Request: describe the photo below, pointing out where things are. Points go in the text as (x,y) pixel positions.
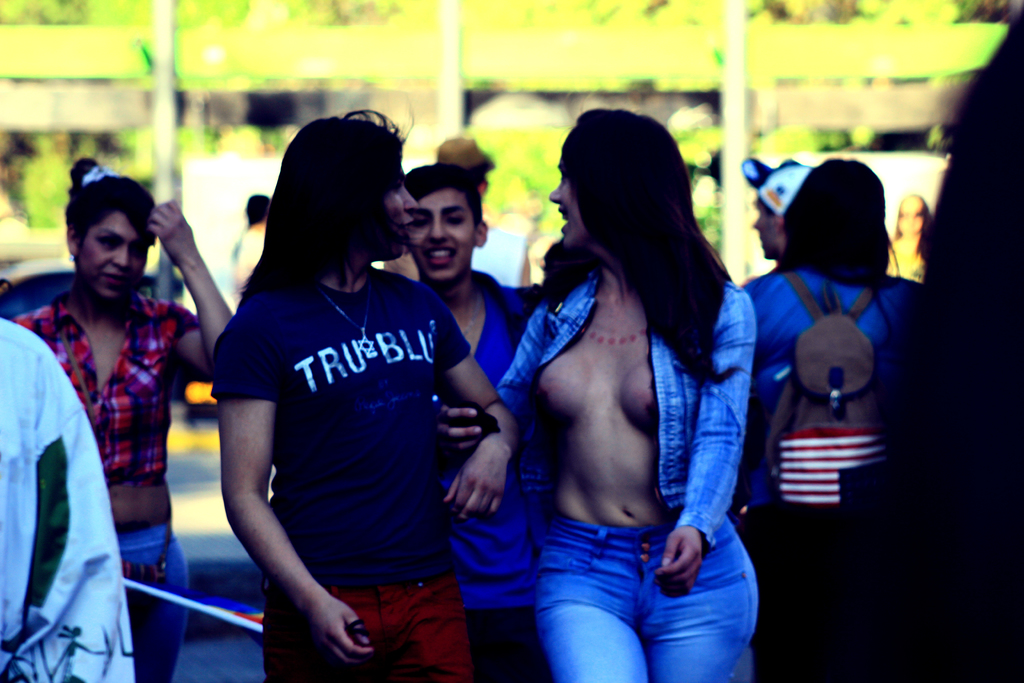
In the middle of the image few women (654,613) are standing and walking. Background of the image (346,70) is blur.
